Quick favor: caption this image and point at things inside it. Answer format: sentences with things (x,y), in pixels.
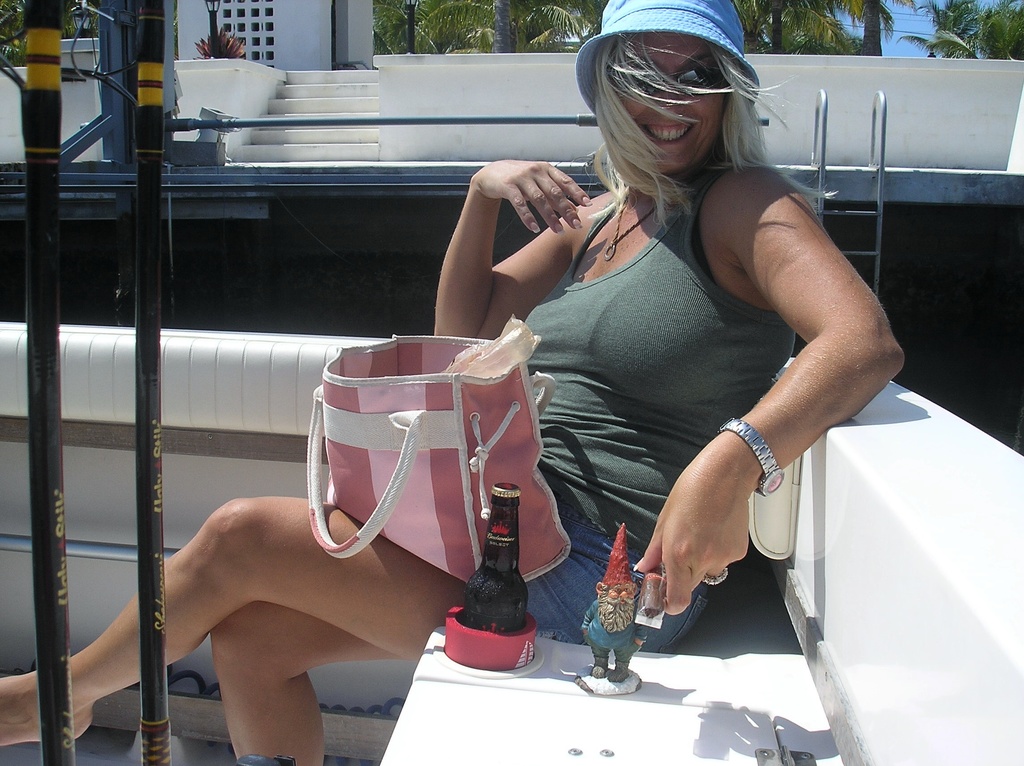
In this image I can see a woman (576,190) sit on the bench (452,686) and with hand bag (414,420) and there is a bottle (490,525) and a gnome (605,607) kept on the bench (567,715), in the background (780,43) there is a sky (851,20) and trees (777,26) visible and there are fishing rods (43,100) on the left side (45,187), she is smiling.
